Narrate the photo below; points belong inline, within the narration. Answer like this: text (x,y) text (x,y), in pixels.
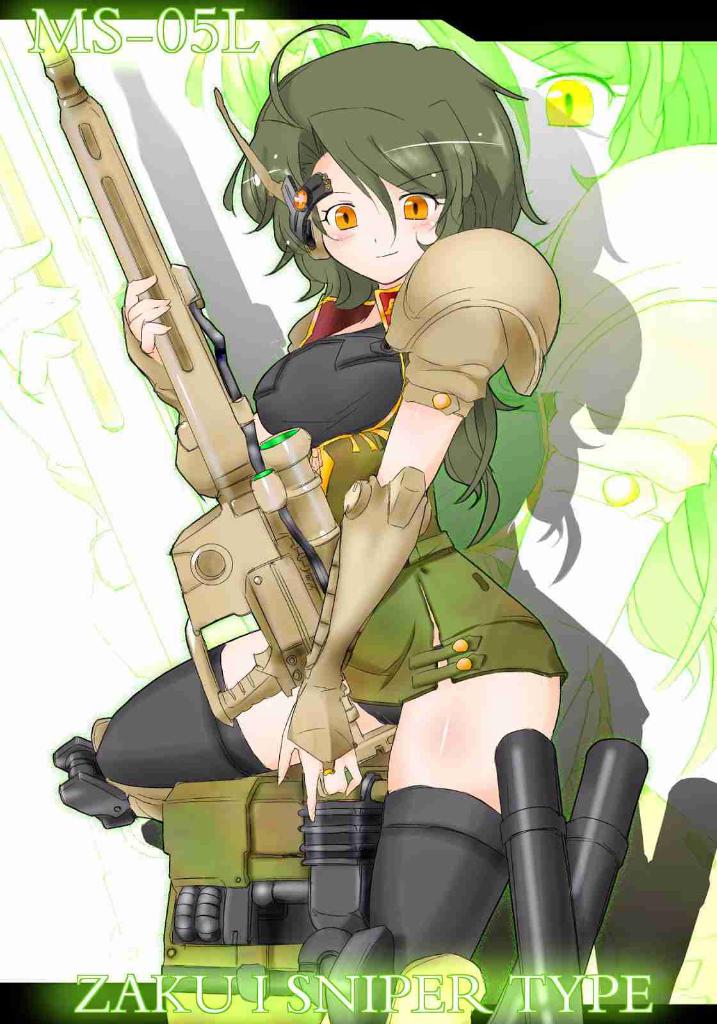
This picture seems to be an animated image. In the center (343,404) we can see a woman (430,701) holding a rifle (270,616) and seems to be sitting. In the foreground (362,928) there are some objects (506,830). In the background (44,245) we can see the pictures (92,250) of some objects (524,557). At the bottom (263,989) we can see the text (297,994).
